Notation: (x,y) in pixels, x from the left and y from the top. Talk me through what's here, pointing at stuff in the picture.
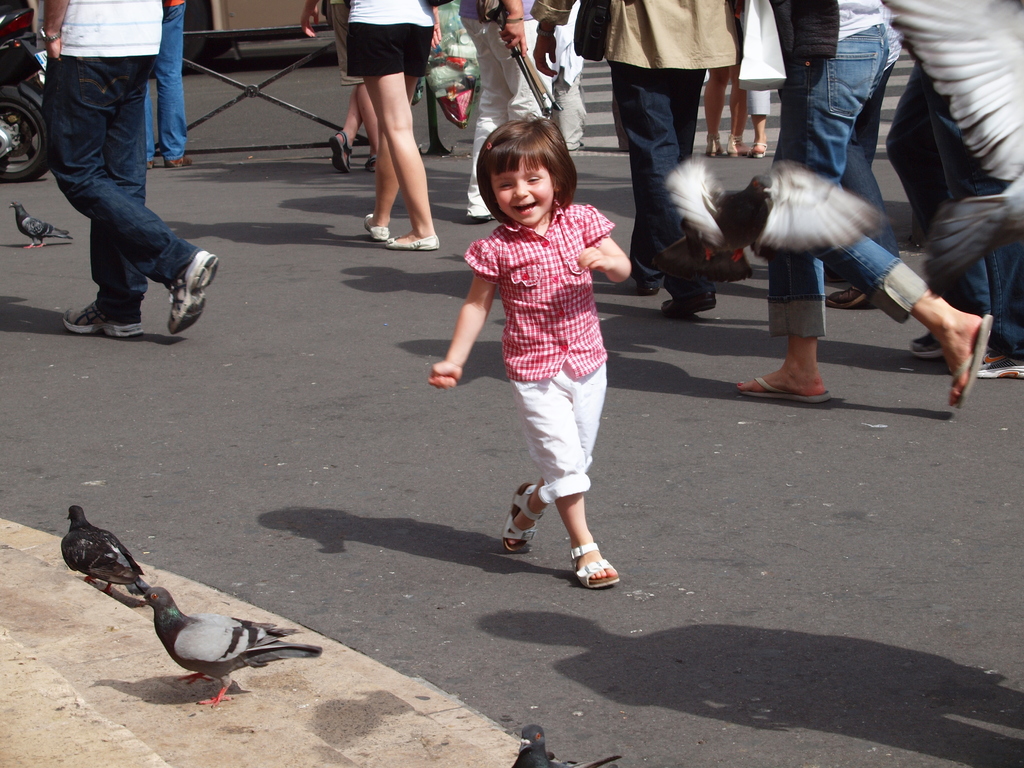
This image is taken outdoors. At the bottom of the image (725,520) there is a road (526,670). In the background (104,133) a few people (93,142) are walking on the road (671,398) and there is a railing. There are few stairs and there is a wall (267,9). On the left side of the image (30,89) there is a bike (20,104) on the road (8,274) and there is a bird (40,246). In the middle of the image (553,349) a kid (586,291) is running on the road (574,718) and there are a few birds (540,733).
